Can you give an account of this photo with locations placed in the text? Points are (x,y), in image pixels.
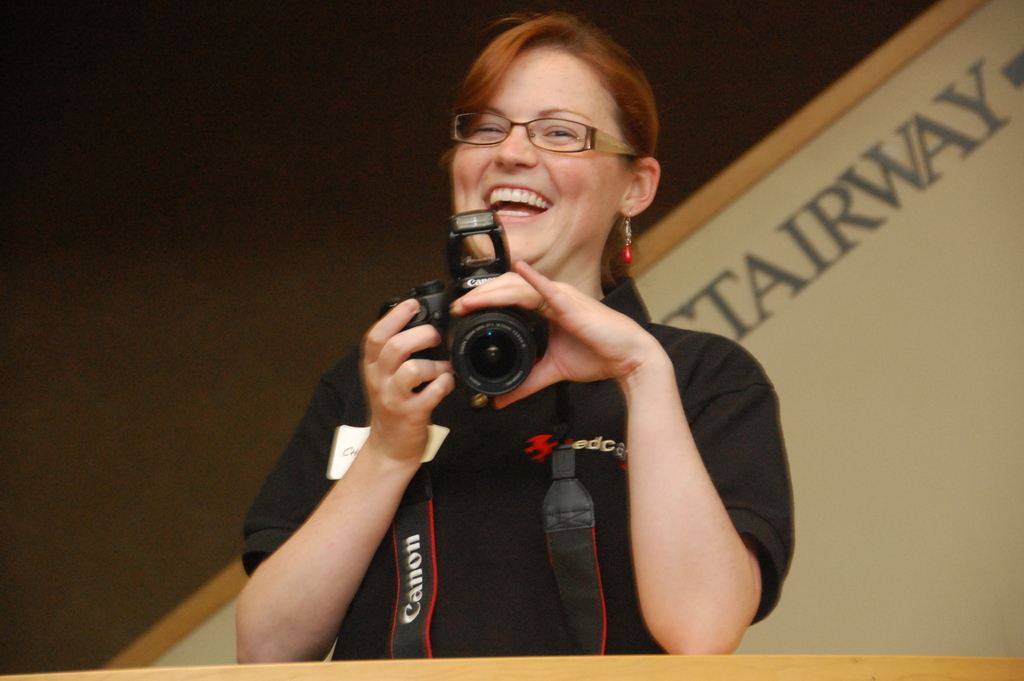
In this image in front (586,221) there is a person (513,198) holding the camera (472,281) and she is smiling. Behind her there is a stairway (920,140) and there is a wall (176,315).
